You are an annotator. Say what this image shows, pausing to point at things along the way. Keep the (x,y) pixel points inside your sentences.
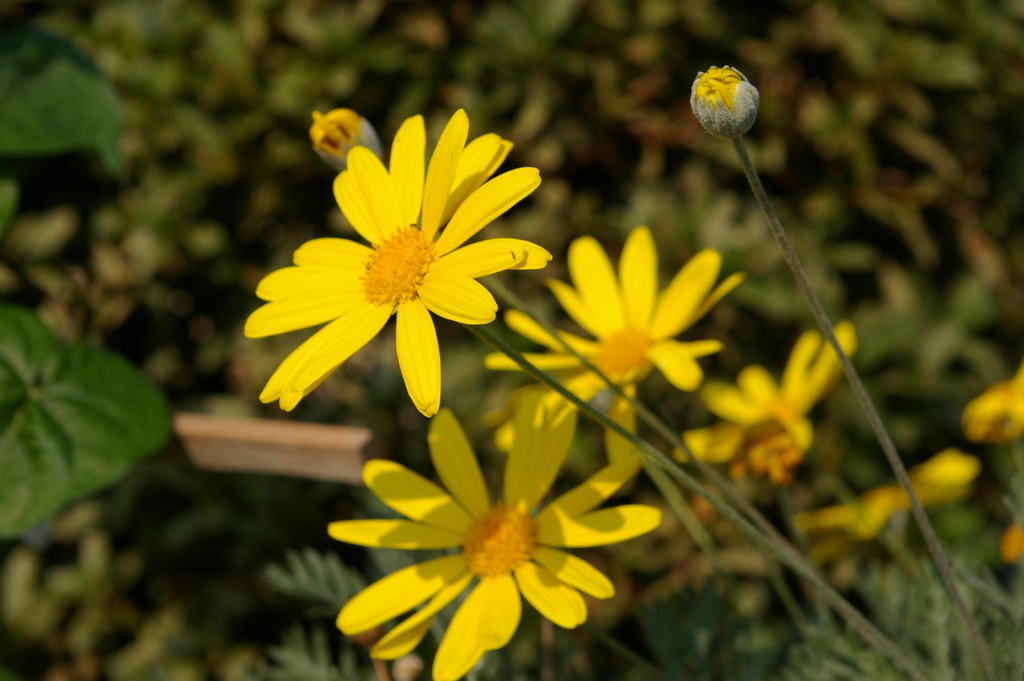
In the foreground of this picture (673,484), there are yellow flowers (493,560) and two buds (352,130) to the plant (884,583) and in the background (390,23), there are plants (470,31).
